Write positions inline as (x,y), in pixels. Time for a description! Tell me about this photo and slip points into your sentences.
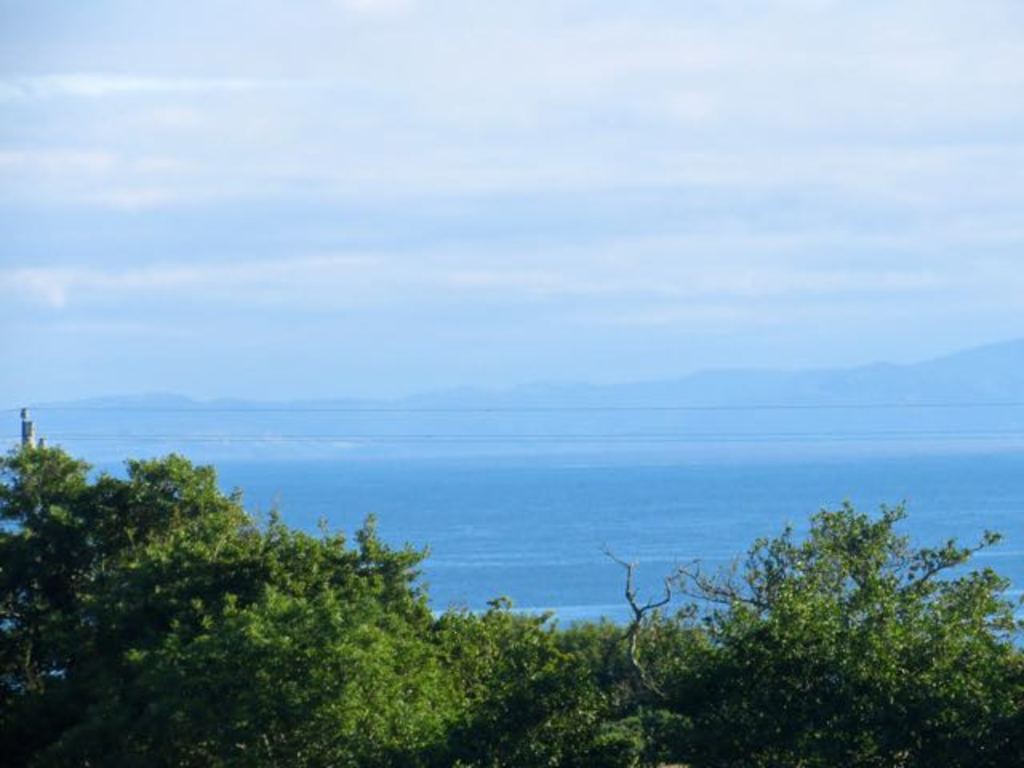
At the bottom of the image (293,640) there are trees (512,652). There is water (501,496). In the background of the image (433,392) there are mountains (512,394). At the top of the image (281,158) there is sky (268,233).
